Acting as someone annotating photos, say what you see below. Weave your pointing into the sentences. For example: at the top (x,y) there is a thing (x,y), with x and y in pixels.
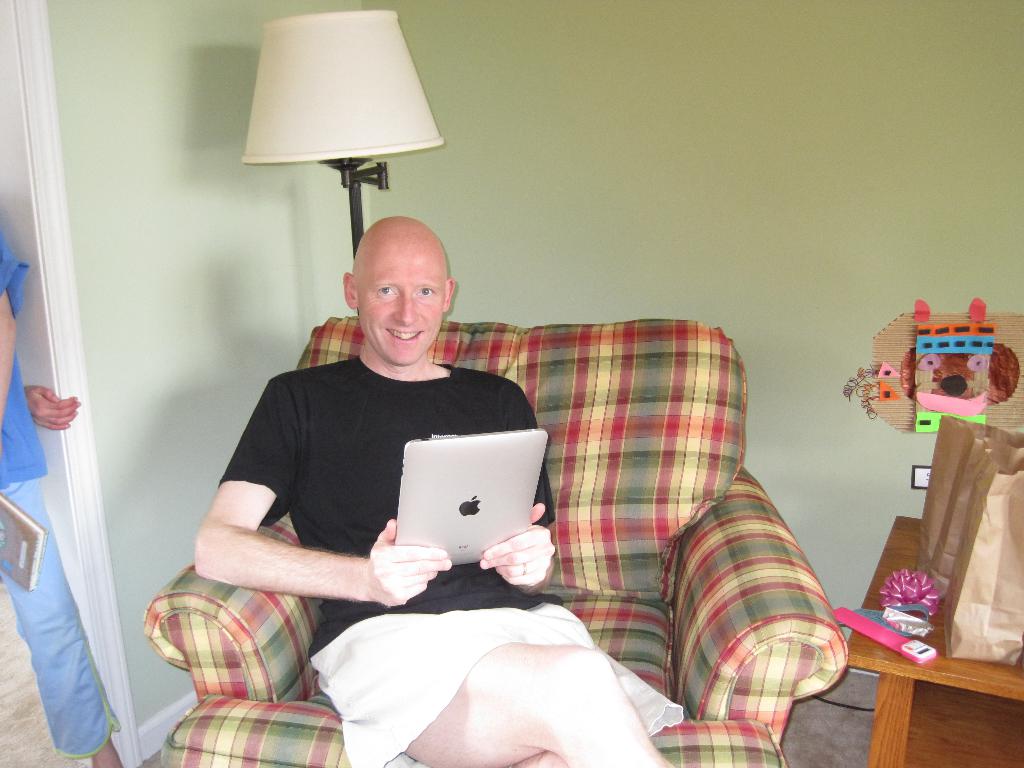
In the picture there is a man (436,265) sitting on the sofa chair (298,603) and holding a tablet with the hand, behind there is a lamp (340,110), there is a wall (764,387), beside there is a table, there are some items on the table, there may be a person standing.
